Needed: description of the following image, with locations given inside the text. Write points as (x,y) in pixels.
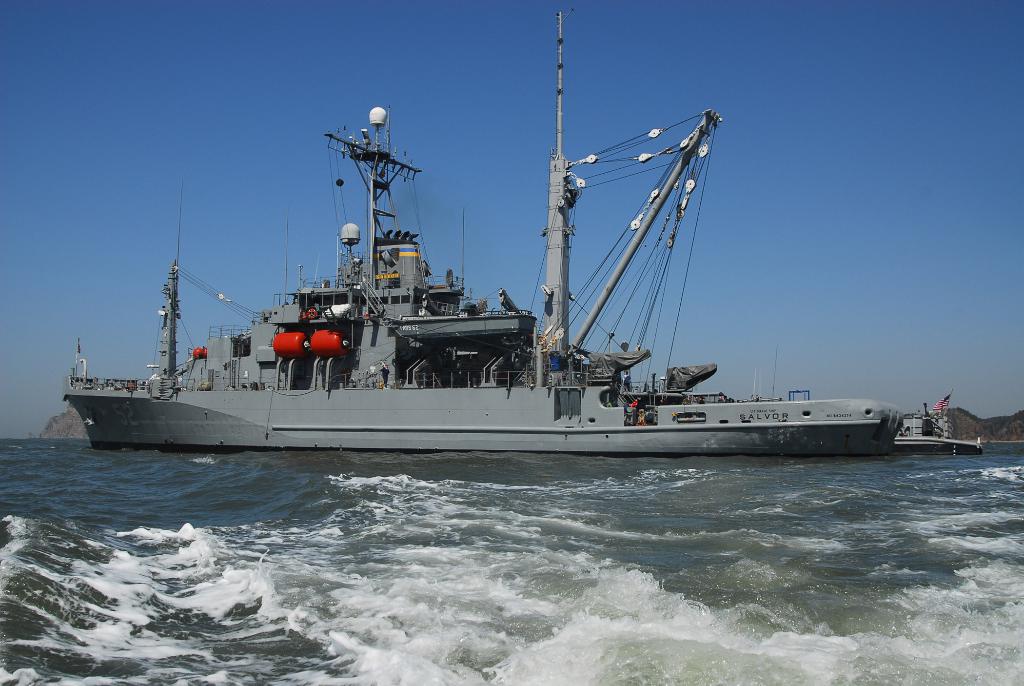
In this picture I can see a ship (875,408) and a boat (910,438) on the water (842,535), there are hills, and in the background (518,145) there is the sky (983,147).
